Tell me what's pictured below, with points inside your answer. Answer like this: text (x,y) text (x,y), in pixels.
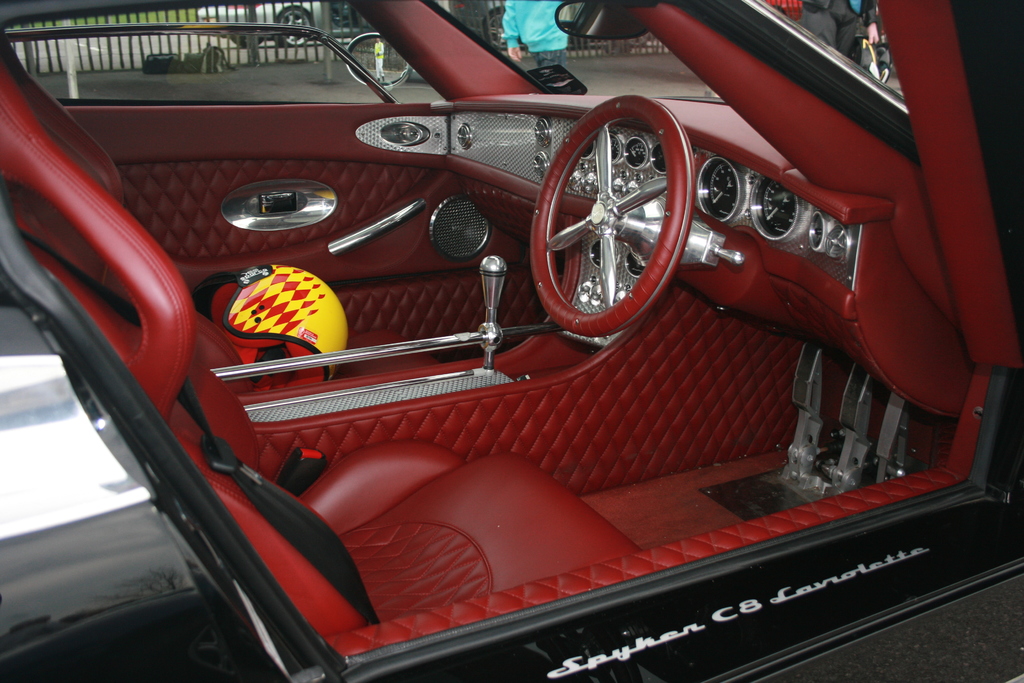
This is an inside view of a vehicle (723,356) and here we can see some text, a helmet (306,276), steering (554,197), meters (778,183) and some other objects (370,232) and there are mirrors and glass doors (600,78), through them we can see people (839,19) and there are railings (315,33). At the bottom (935,645), there is a road (952,644).
